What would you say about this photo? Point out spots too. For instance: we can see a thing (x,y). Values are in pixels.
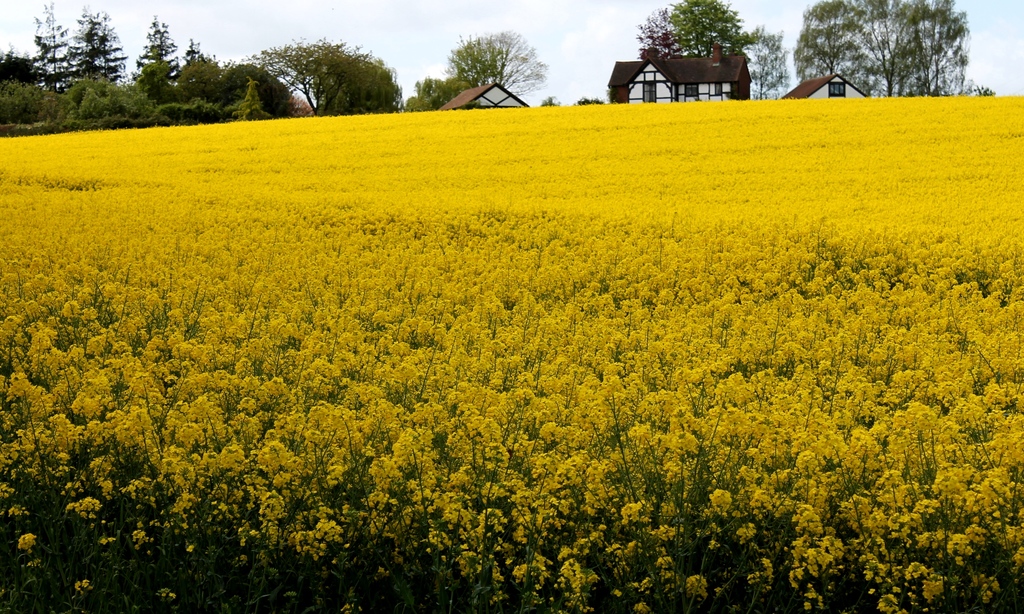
In this image there is the sky (428,20) truncated towards the top of the image (295,18), there are trees (829,39) truncated towards the top of the image (33,109), there are trees (20,88) truncated towards the left of the image (24,73), there are buildings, there are plants (509,251) truncated towards the bottom of the image (631,583), there are plants (912,541) truncated towards the right of the image (996,240), there are plants (110,339) truncated towards the left of the image (29,362), there are flowers (590,242).
